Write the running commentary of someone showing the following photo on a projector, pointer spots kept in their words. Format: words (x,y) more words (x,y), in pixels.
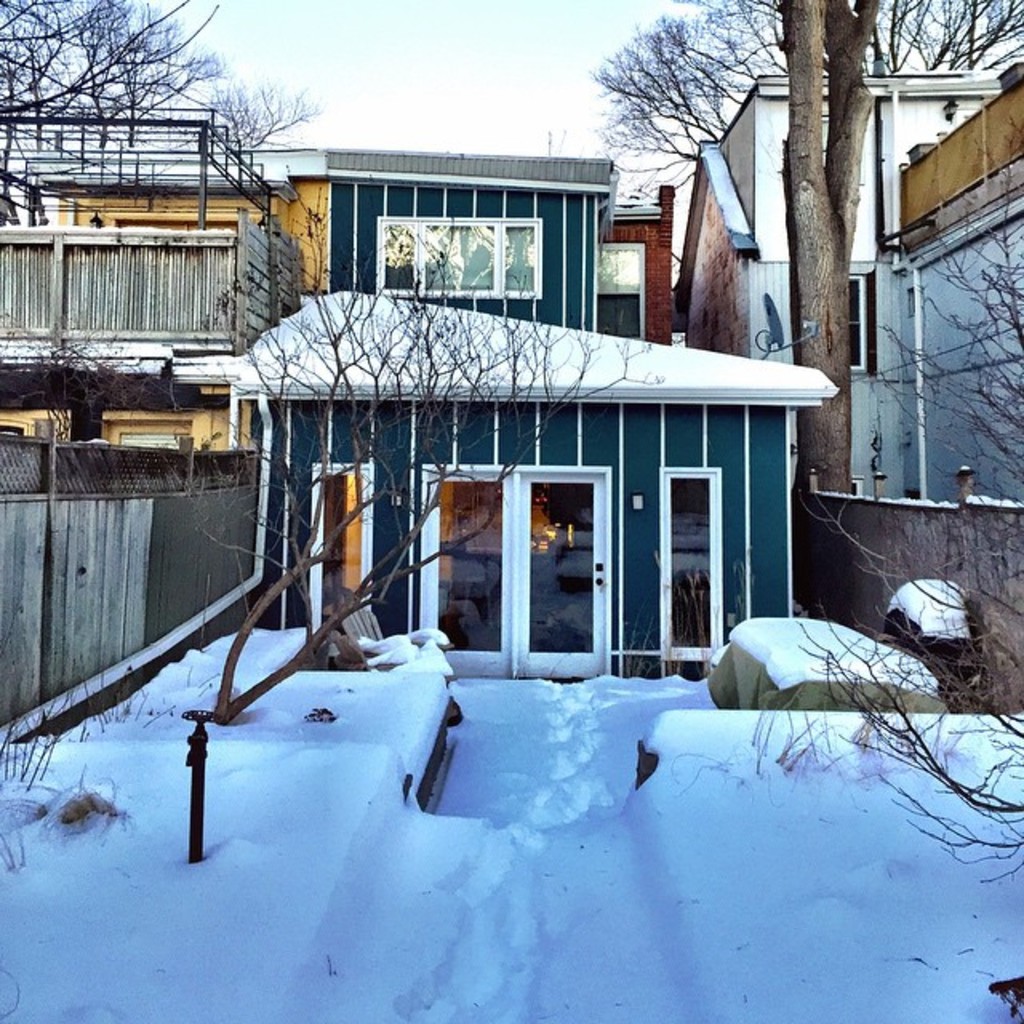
In this picture I can see many buildings (711,538). In front of the door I can see the snow (425,921), stone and trees (237,699). At the top (513,72) I can see the sky (484,27) and clouds (508,27). On the right (988,611) I can see the fencing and wooden partition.
